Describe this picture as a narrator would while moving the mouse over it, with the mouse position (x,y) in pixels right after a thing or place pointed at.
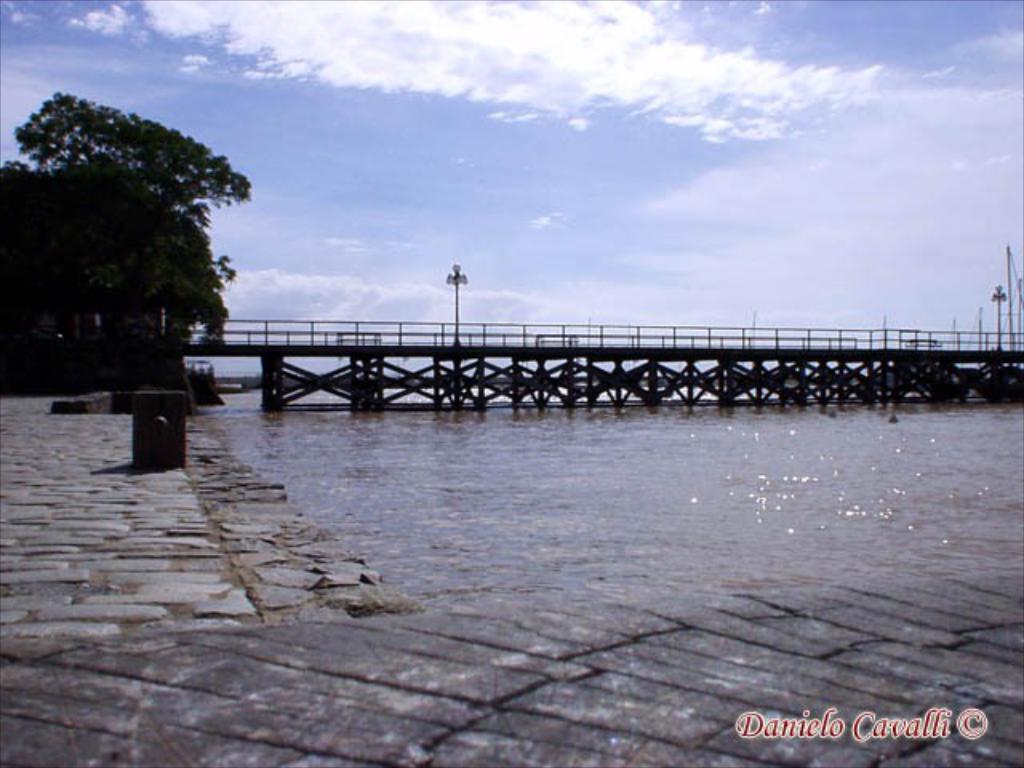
In this image we can see a bridge (535,355), there is a pole (458,289), there is a tree (26,299), there is the water (749,476), the sky (826,184) is cloudy.
